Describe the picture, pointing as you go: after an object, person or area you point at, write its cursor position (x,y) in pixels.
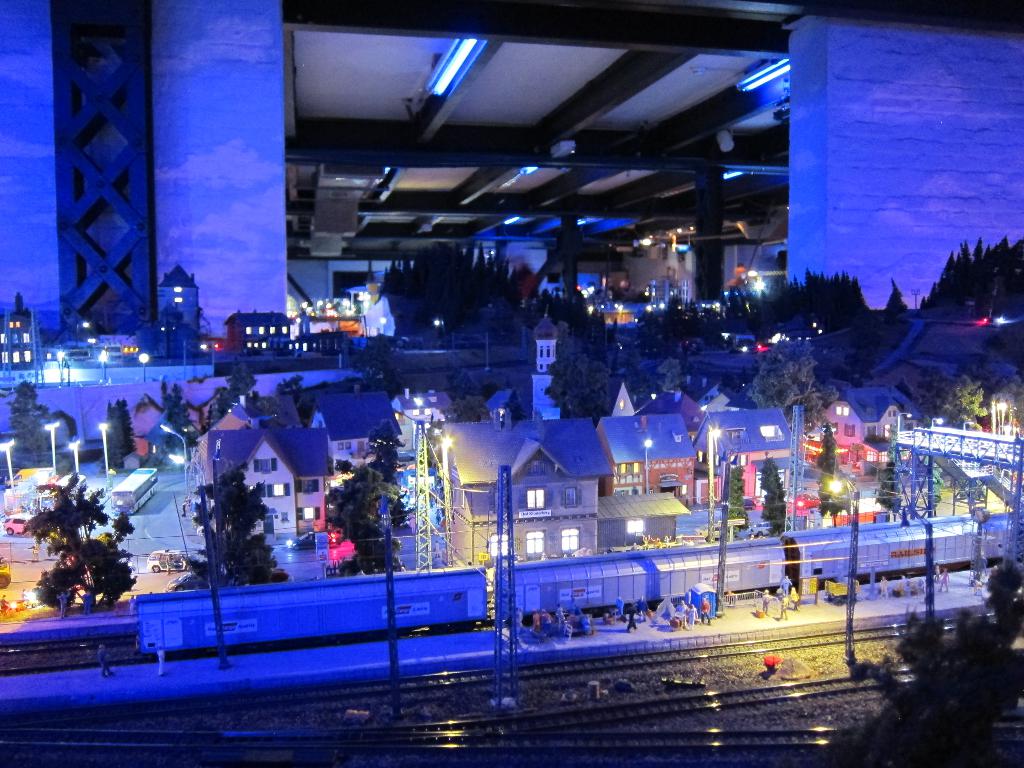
In this image we can see the train (164,609), poles (219,592), people (893,582), vehicles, buildings (319,524), bridge (1015,452), lights (105,472), trees (251,489) and other objects (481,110). In the background of the image (592,329) there are trees (456,308), buildings (176,314), lights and other objects (100,306). At the top of the image (326,140) there is the ceiling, pillars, lights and other objects (697,124). At the bottom of the image (612,693) there is a railway track (863,687) and a tree (997,688).
